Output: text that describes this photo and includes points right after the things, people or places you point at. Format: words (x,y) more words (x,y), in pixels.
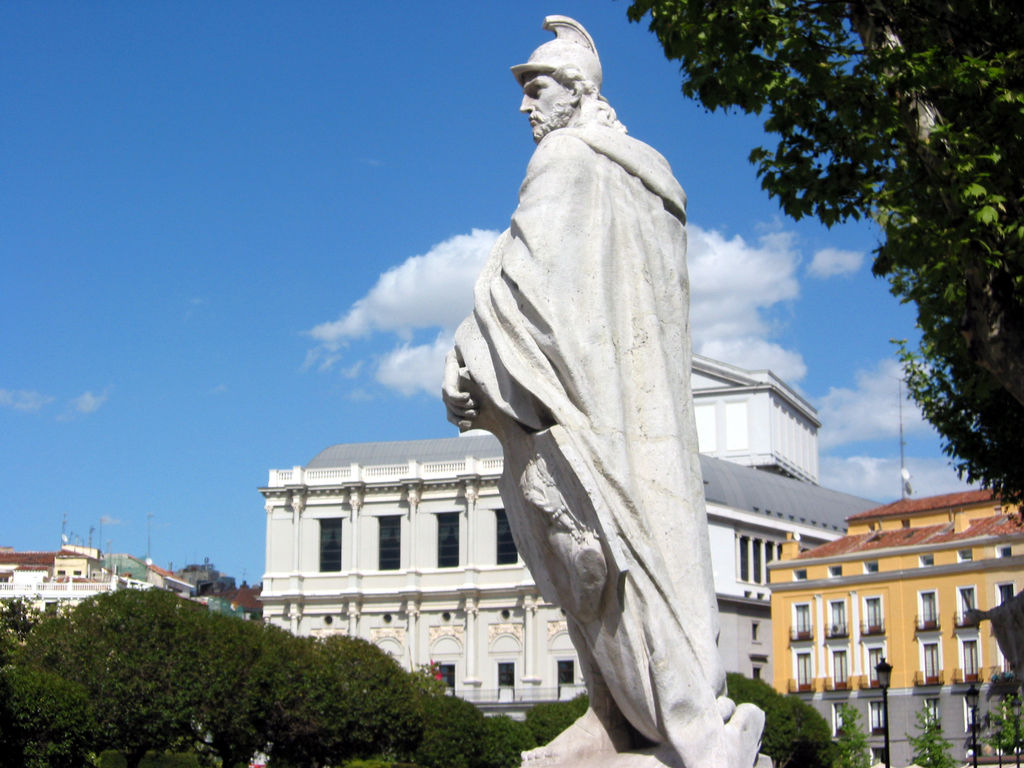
In this picture we can see a statue (516,75), trees (431,706), buildings (420,481) with windows (1003,595), light poles (879,680) and in the background (110,301) we can see the sky (110,301) with clouds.
